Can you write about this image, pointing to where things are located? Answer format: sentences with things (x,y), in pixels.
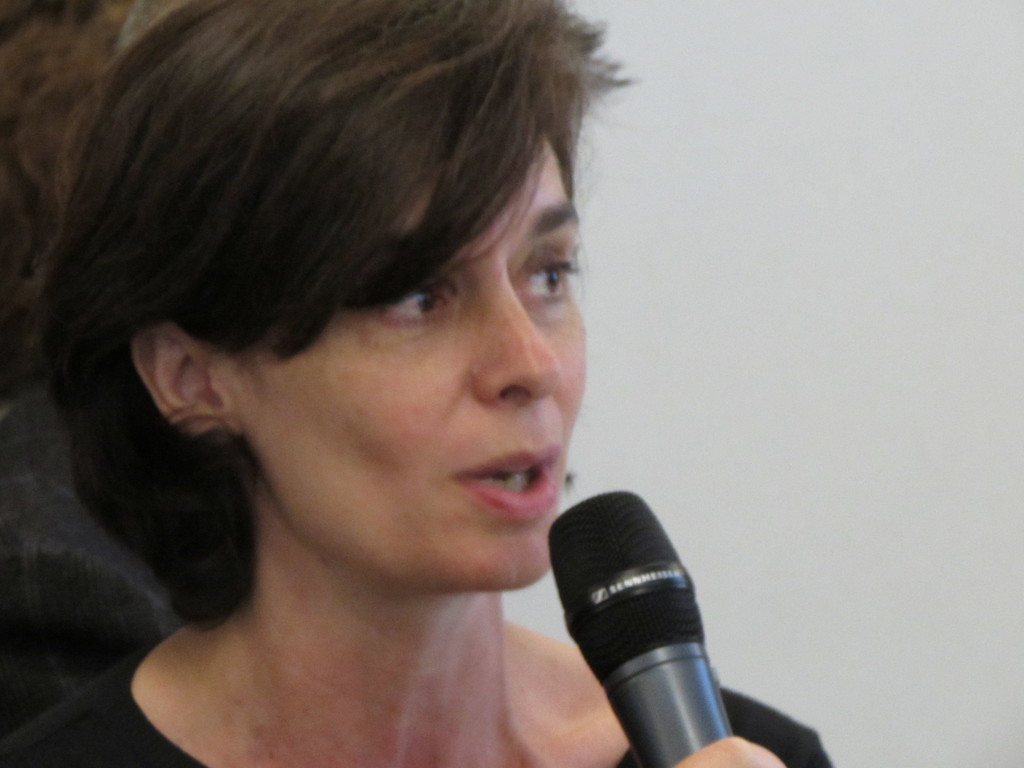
In this image a woman (479,61) is half visible who is holding a mike (601,672) in her hand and speaking. The background (1009,543) is white in color. Behind that a person (35,506) half visible. This image is taken inside a hall (786,521).
